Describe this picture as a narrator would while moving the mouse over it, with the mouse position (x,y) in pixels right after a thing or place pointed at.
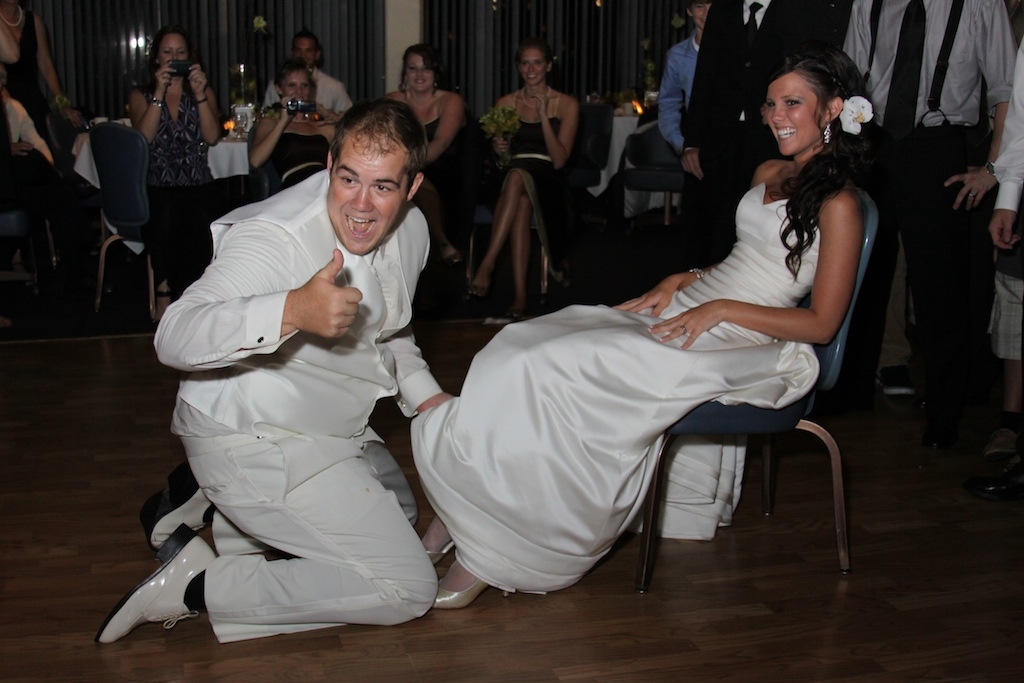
In this image I see a man (373,321) who is sitting on the floor (154,380) and i see a woman (820,82) who is sitting on the chair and both of them are smiling, In the background (733,89) I see few people (929,220) in which few of them are sitting and rest of them are standing, I also see few are holding the electronic device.
